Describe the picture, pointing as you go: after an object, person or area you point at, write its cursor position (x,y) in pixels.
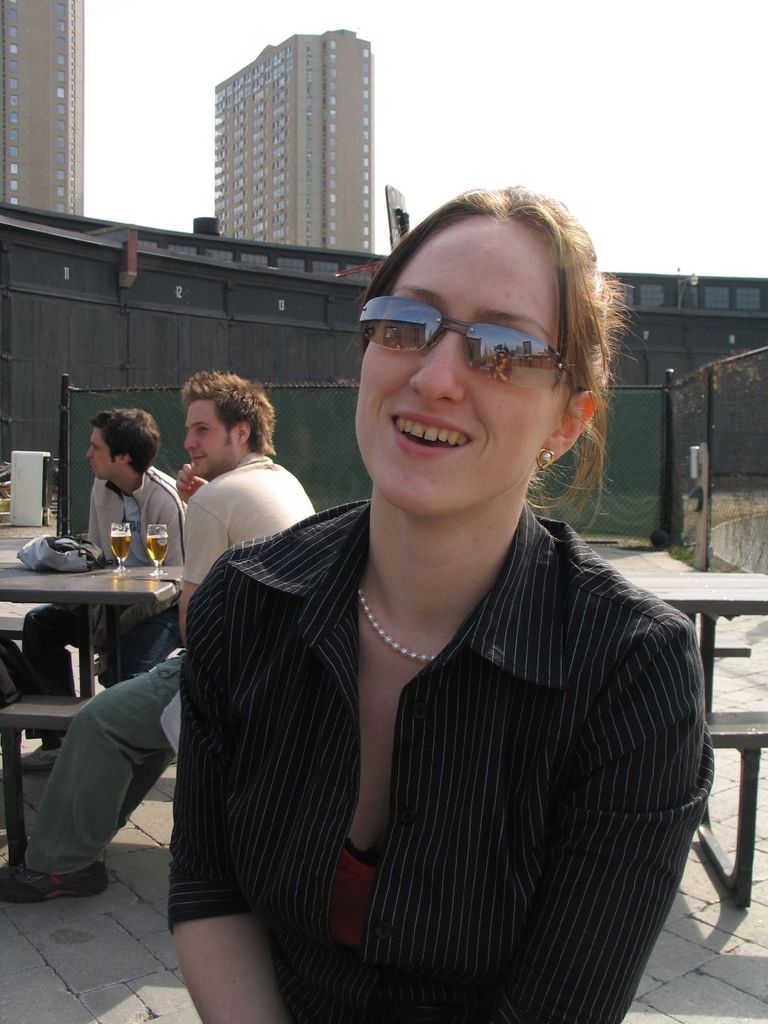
In this image we can see this woman (600,560) wearing black dress (548,556) is sitting. In the background (96,490) we can see persons (110,524) sitting and there are glasses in front of them on the table (55,587). We can also see net (290,407), wooden wall (267,313) and buildings (265,157).
